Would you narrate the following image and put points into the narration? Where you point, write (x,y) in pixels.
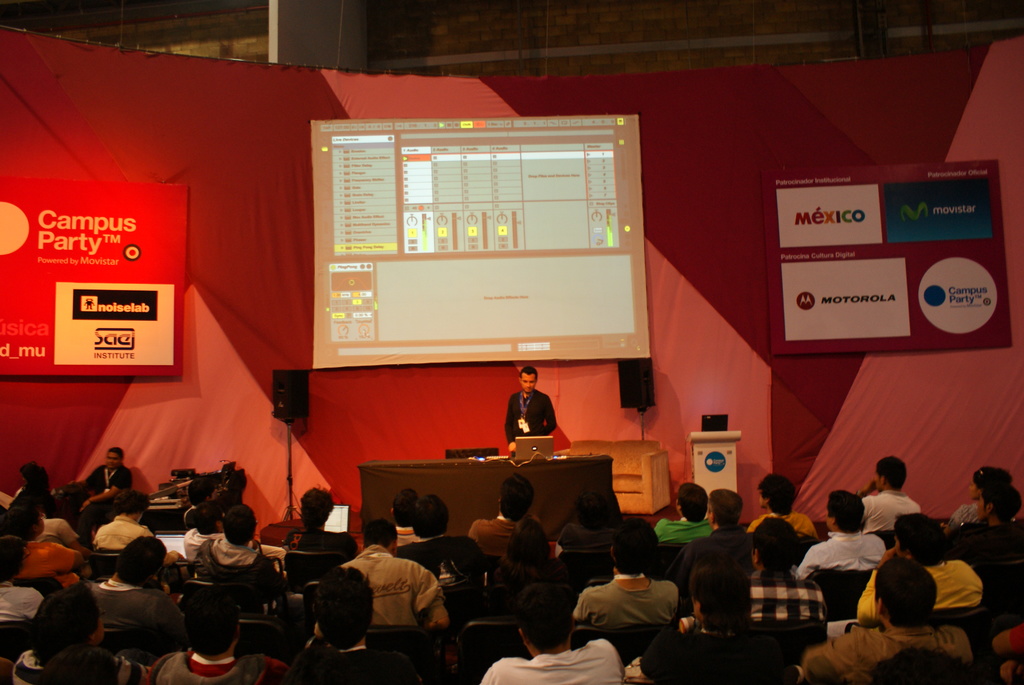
In this image we can see a man (540,422) standing. There is a table (512,468) and there is a laptop (519,455) and some objects (476,457) placed on the table (540,483). At the bottom (980,554) there are people (92,519) sitting. On the right (697,471) there is a podium (720,450). In the background (637,314) there is a screen (419,295), speakers (293,401) and boards (993,220). We can see a curtain (750,145).
